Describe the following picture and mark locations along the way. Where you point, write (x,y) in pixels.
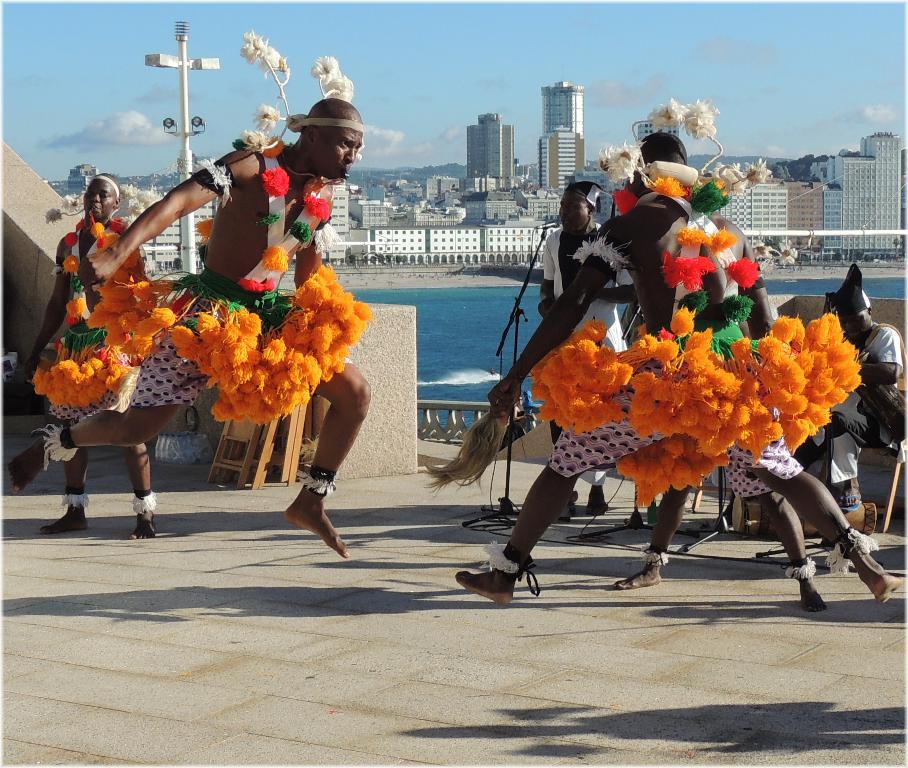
In the picture we can see a few people (615,387) are wearing a different costumes (197,334) and dancing and jumping on the floor (762,560) and behind them, we can see a wall (385,331) and in the background (462,393), we can see a water (465,329) which is blue in color and near to it we can see many buildings (472,209), tower buildings (492,151) and sky (311,82).
